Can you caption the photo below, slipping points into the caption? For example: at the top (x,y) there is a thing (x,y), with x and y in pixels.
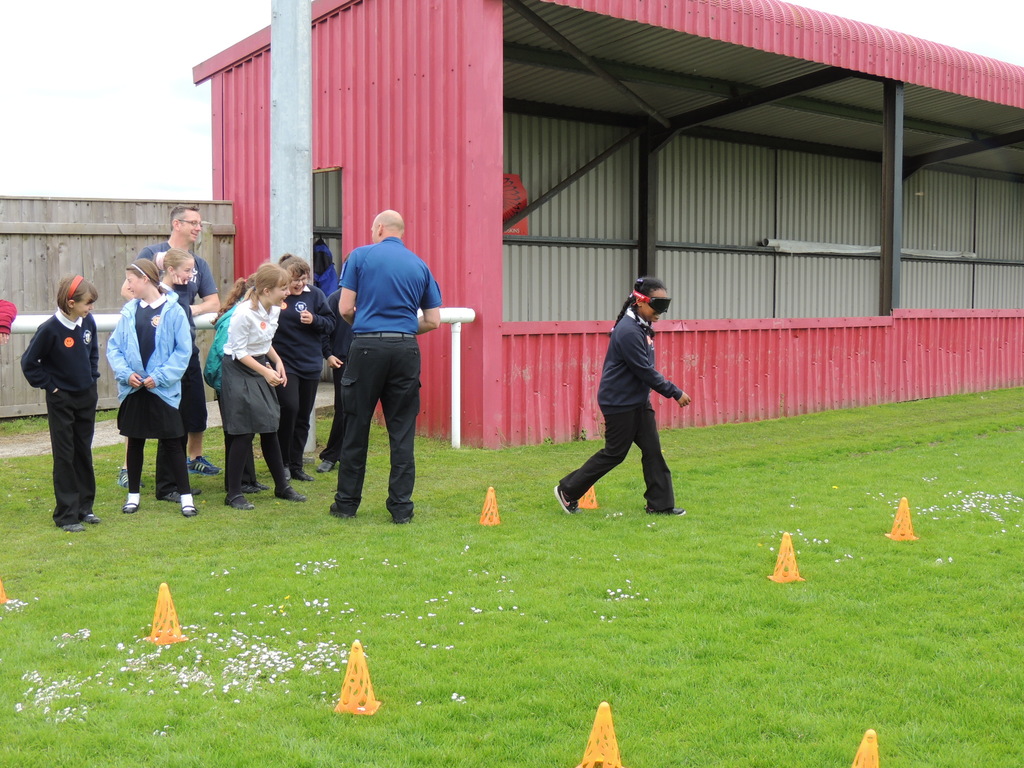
In this picture we can see shed (263,233), wooden wall (88,216), railing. We can see the people (651,313), looks like they are playing a game. We can see objects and the green grass (1001,602).
